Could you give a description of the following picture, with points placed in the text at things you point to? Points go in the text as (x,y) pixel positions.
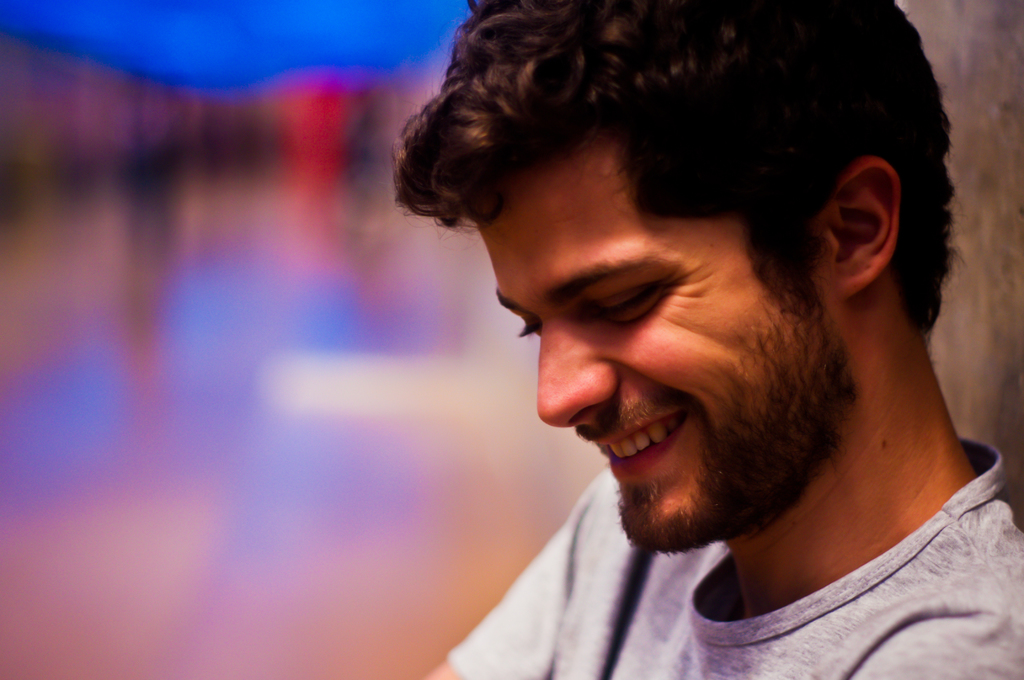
In the foreground of the picture (874,281) there is a person (656,452) smiling. The background (164,535) is blurred.
